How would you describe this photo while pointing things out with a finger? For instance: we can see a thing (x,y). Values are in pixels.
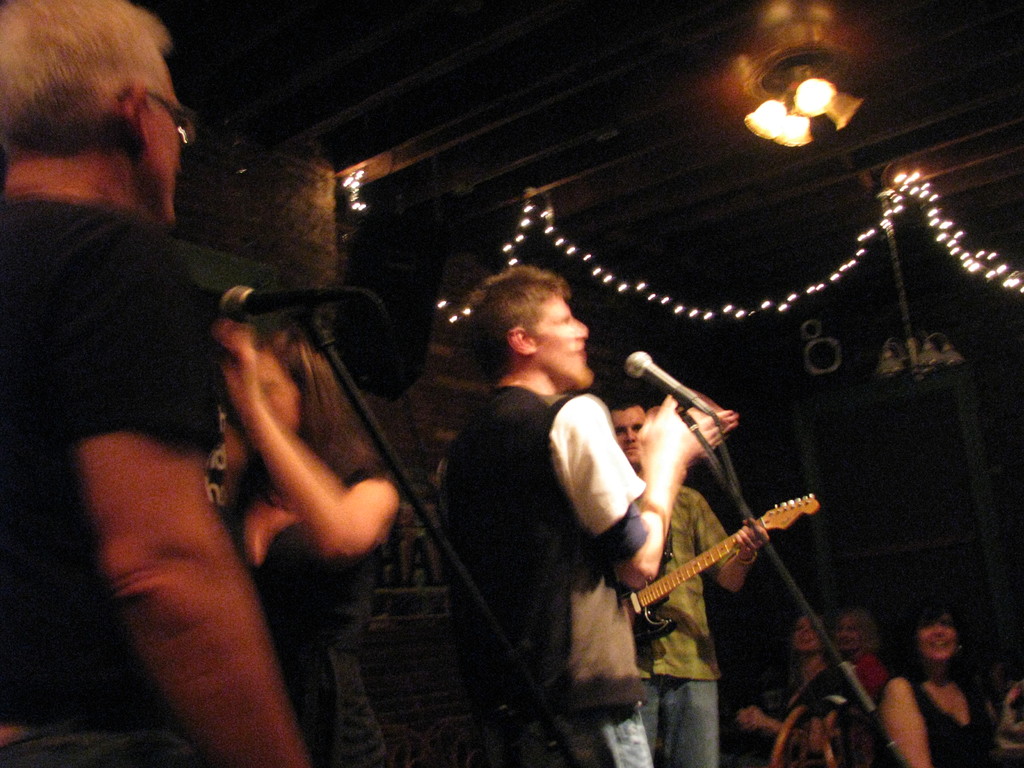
These persons (588,540) are standing and this person (679,663) holding guitar (675,589). There are microphones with stands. These are audience (873,678). On the top (766,117) we can see lights (820,287). On the background (215,267) we can see wall (198,227).
